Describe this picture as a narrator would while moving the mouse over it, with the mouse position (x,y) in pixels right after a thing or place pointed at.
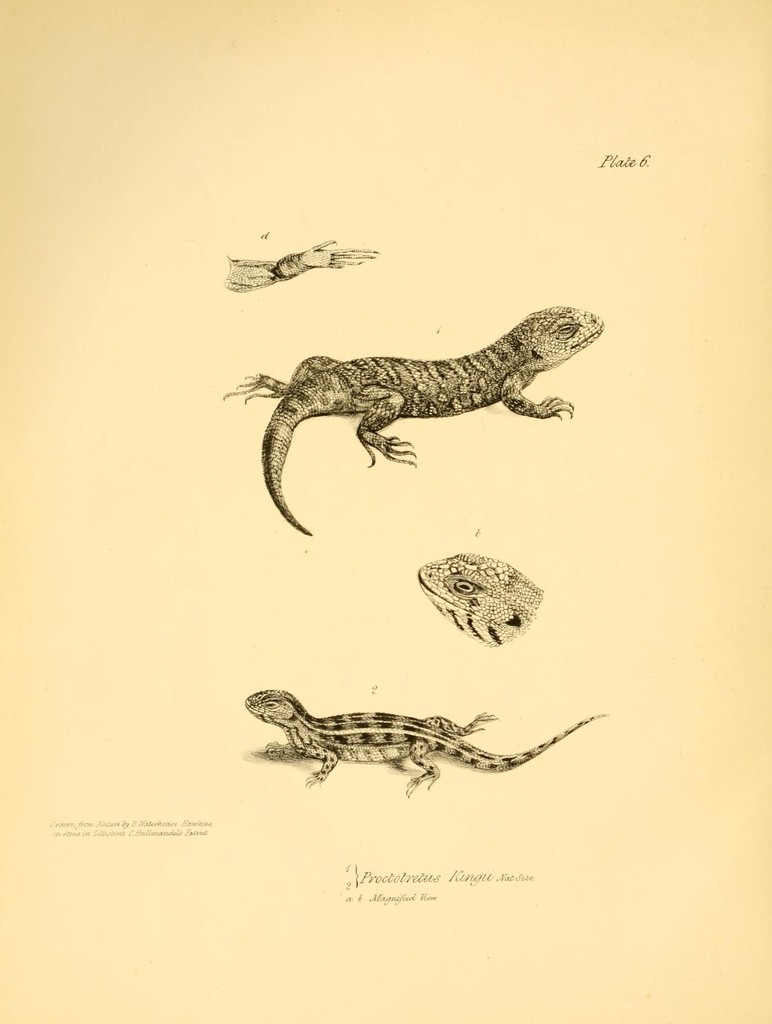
In this image we can see the pictures of a lizard (482,600) as we can see in the middle of this image (504,604). There is some text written at the bottom of this image (125,836).
